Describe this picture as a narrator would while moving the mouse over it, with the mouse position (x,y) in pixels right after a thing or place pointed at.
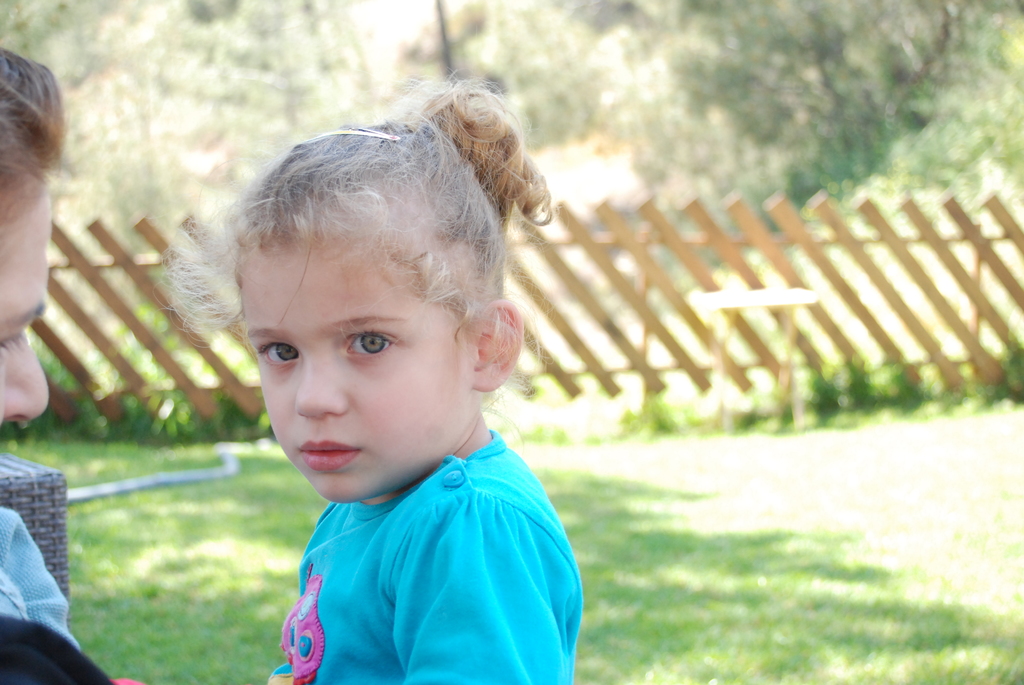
In this image we can see two persons (367,408). One girl (319,405) wearing blue shirt (454,600). In the background (949,318), we can see a table (738,306), wooden fence (996,368), a group of trees (881,59) and the sky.
